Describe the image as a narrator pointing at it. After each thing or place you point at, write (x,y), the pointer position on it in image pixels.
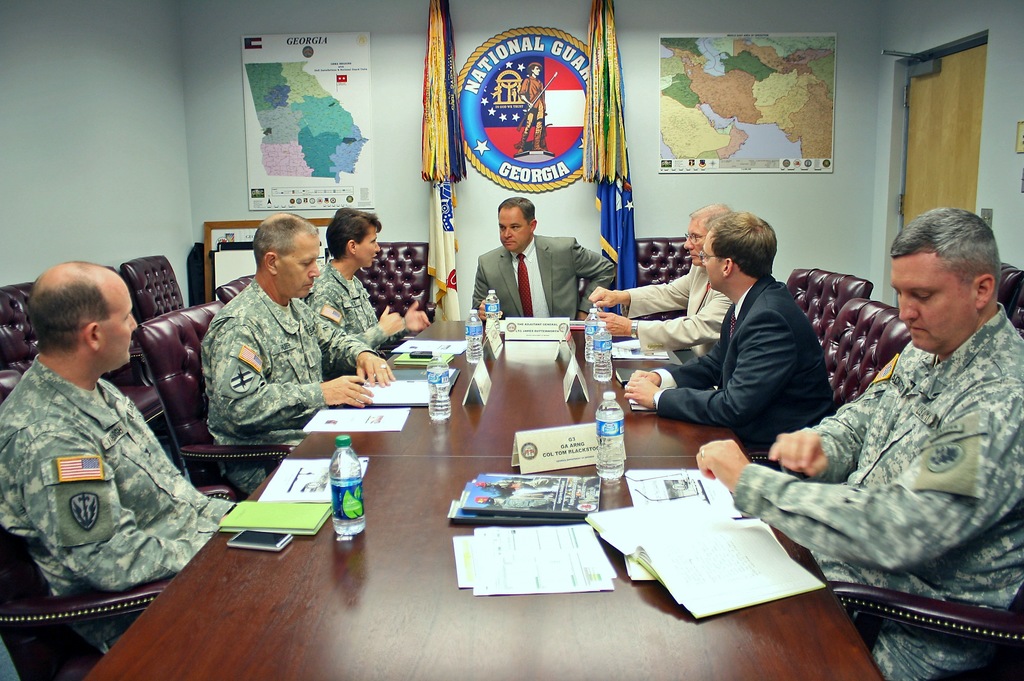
In this picture there are people (306,358) sitting on chairs (169,354) and we can see bottles (340,521), books (712,546), boards (574,381) and papers (509,552) on the tables (356,596). In the background of the image (365,187) we can see boards (303,100), flags (451,119), wall (654,51) and door (912,148).
